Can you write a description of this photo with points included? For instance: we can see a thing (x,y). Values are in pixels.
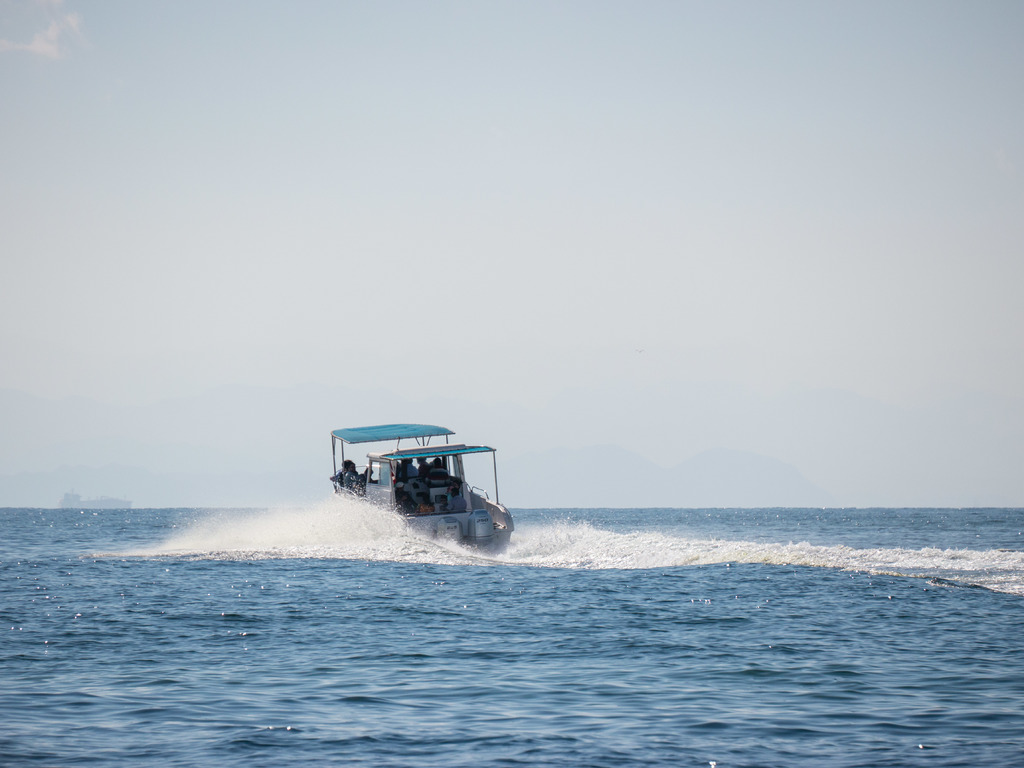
This is an ocean (540,626). In the middle of the image (370,476) there is a boat (441,528) on the water (393,586). Inside the boat (405,486) few people (423,476) are visible. At the top of the image (347,221), I can see the sky (185,267).
